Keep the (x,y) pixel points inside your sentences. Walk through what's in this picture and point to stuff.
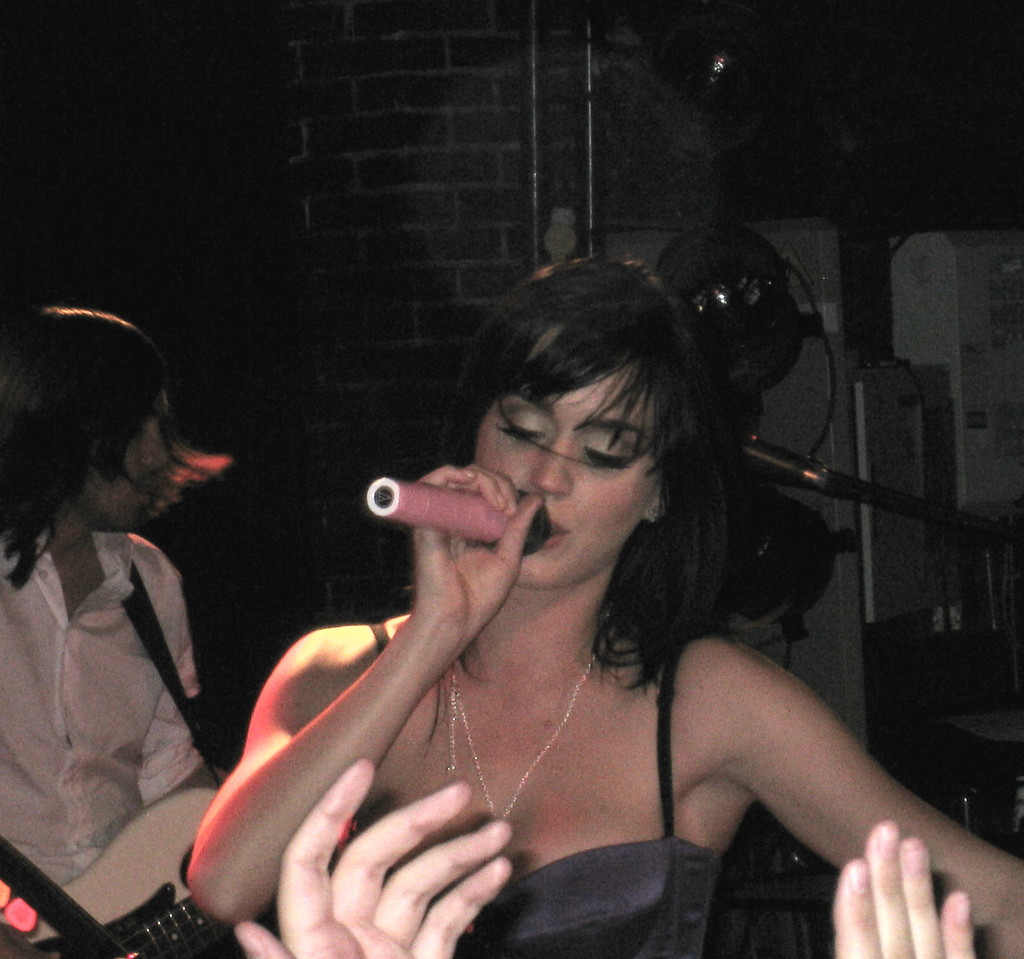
Here we can see a woman (550,680) holding a mike (461,518) in her hand (441,483) and at the bottom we can see a person hand (425,902) and on the left (69,680) there is a man (88,680) carrying a guitar (122,874) on his shoulder (118,584). In the background (312,143) there is a wall (816,360), musical instruments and some other objects (889,463).
